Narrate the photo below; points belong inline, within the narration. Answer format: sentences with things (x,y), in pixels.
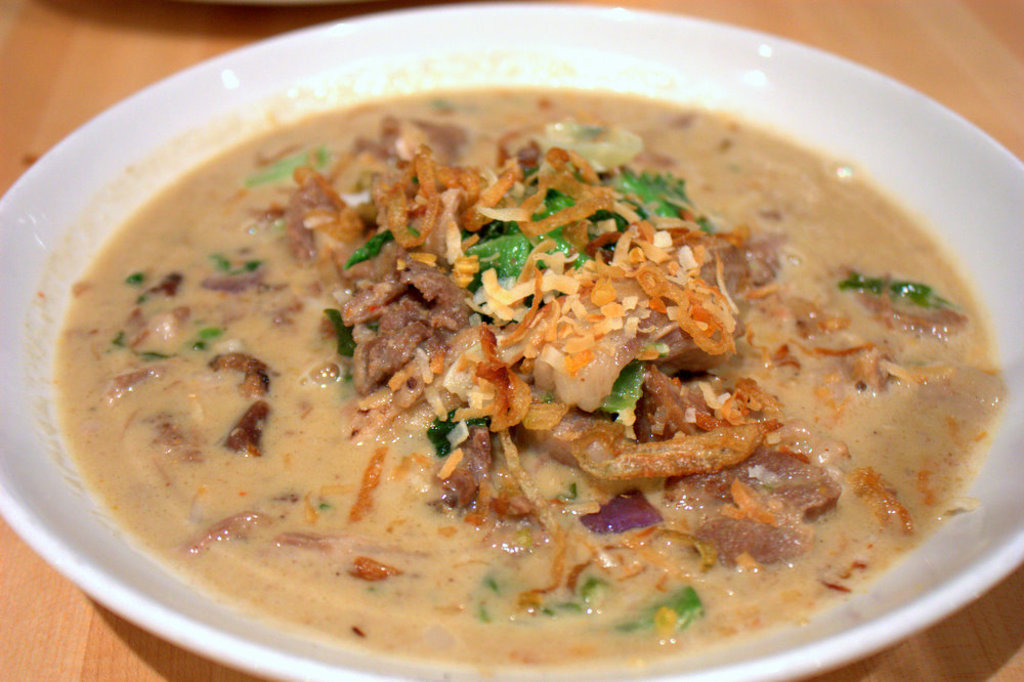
In the image we can see there is a food item (668,418) kept on the plate (15,343) and the plate (298,67) is kept on the table (155,55).
